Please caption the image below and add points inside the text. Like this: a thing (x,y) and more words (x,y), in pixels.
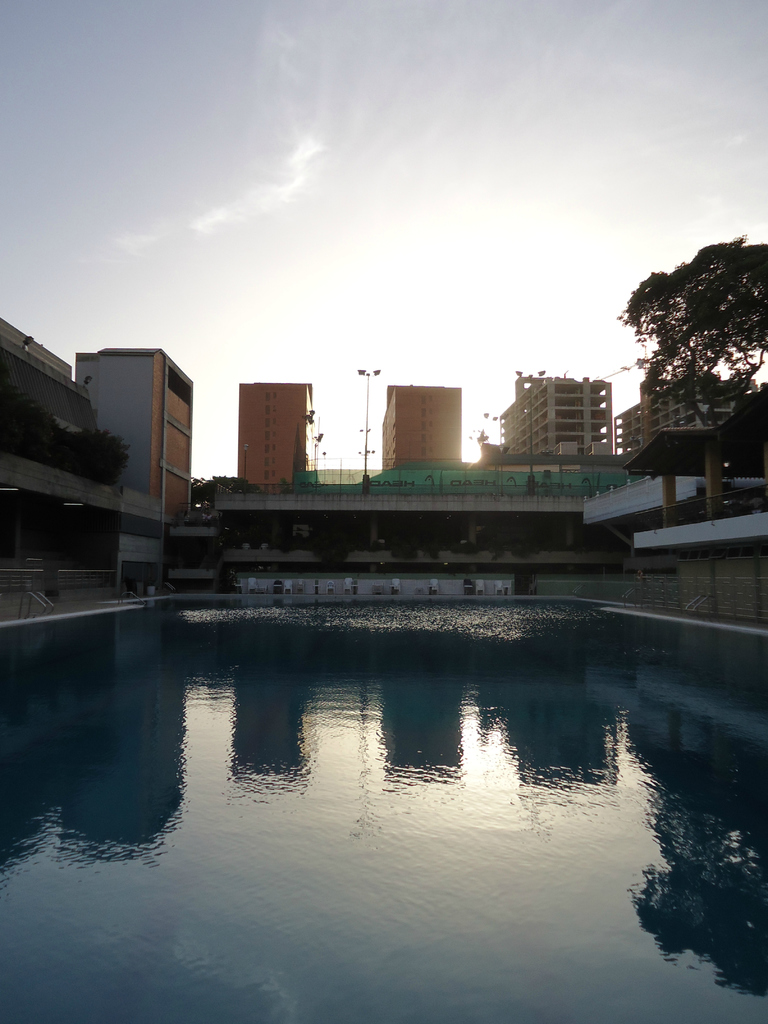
In this given picture, We can see a swimming pool (387,660) towards the left side (104,555), We can see few trees (69,445), a building (20,459) towards the right (686,528), We can see a building (694,461), trees (694,326), electrical pole (359,371) which includes with lights (374,374), buildings (419,427).
